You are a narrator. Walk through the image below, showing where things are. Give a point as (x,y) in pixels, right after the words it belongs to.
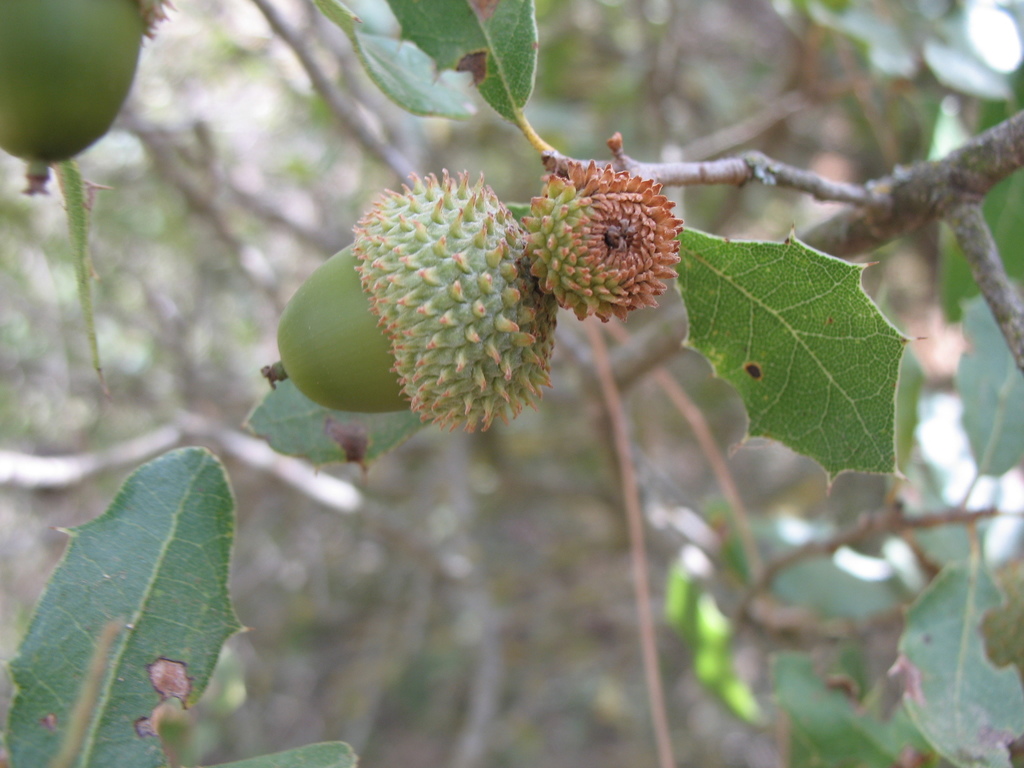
In this picture we can see acorns (24,39) on the tree (499,1). On the left (170,612) we can see leaves (37,747).
